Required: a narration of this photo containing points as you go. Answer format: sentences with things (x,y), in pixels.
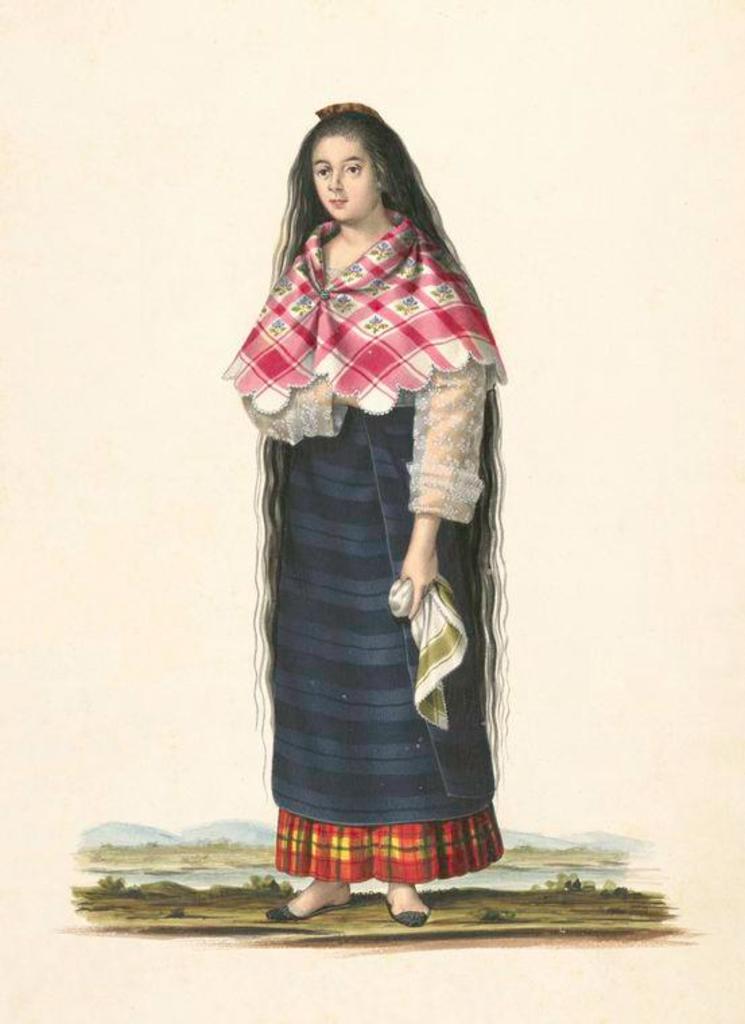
In this image we can see the picture (346,805) with the painting (387,339). And there is a person (364,624) standing and holding a cloth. At the bottom (221,875) there are trees (252,885) and water (538,868). And at the back (620,844) it looks like a mountain (148,830).
